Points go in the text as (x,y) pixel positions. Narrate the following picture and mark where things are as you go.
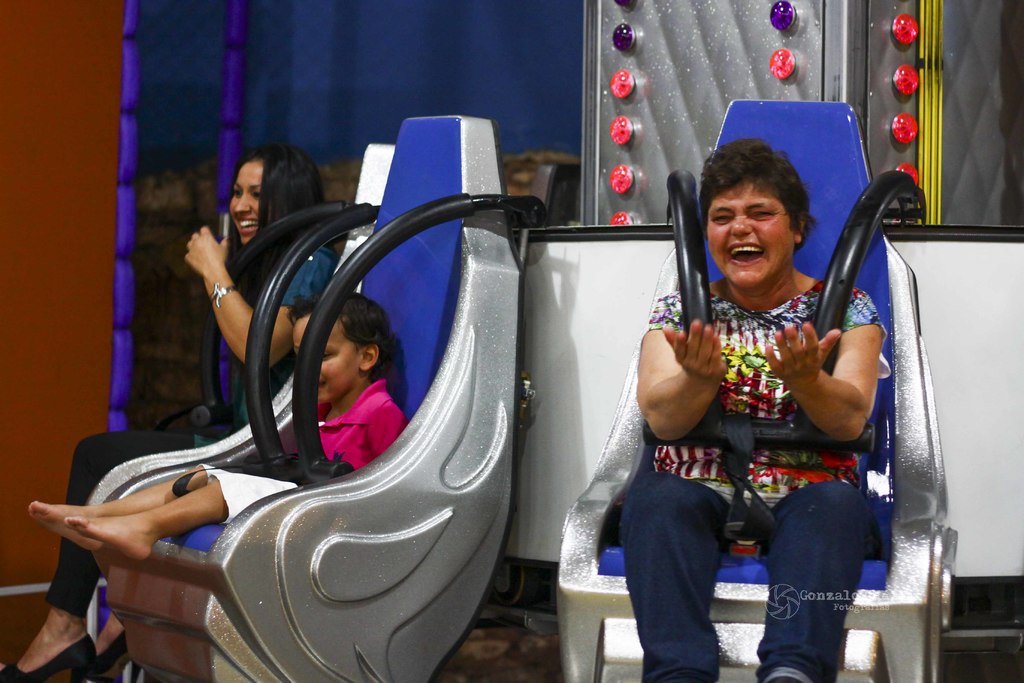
In this image we can see people (701,506) sitting on chairs (721,572) wearing seat belts (301,219). In the background of the image (480,55) there is wall (312,37). There is a ride (610,53) to the right side of the image (937,102). To the left side of the image (78,288) there is wall (78,378).
